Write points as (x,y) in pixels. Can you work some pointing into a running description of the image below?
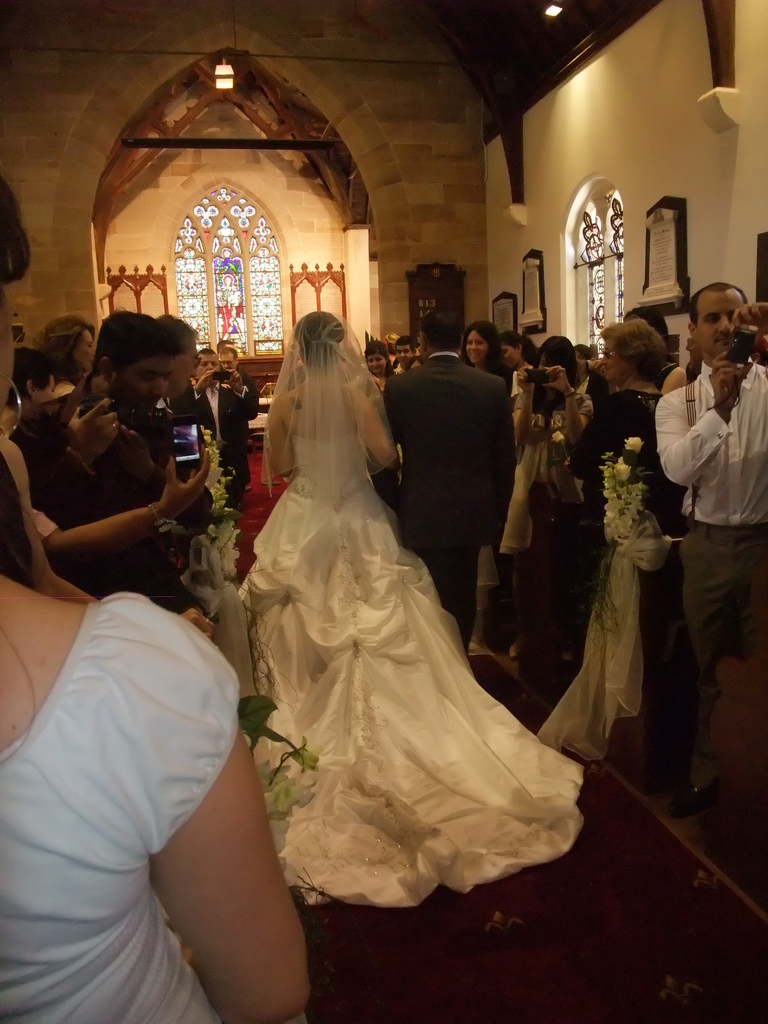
As we can see in the image there are few people (86,493) here and there, wall (554,327), windows (586,267), and photo frames (515,306). The woman (364,398) in the middle (401,656) is wearing white color dress (374,892).
